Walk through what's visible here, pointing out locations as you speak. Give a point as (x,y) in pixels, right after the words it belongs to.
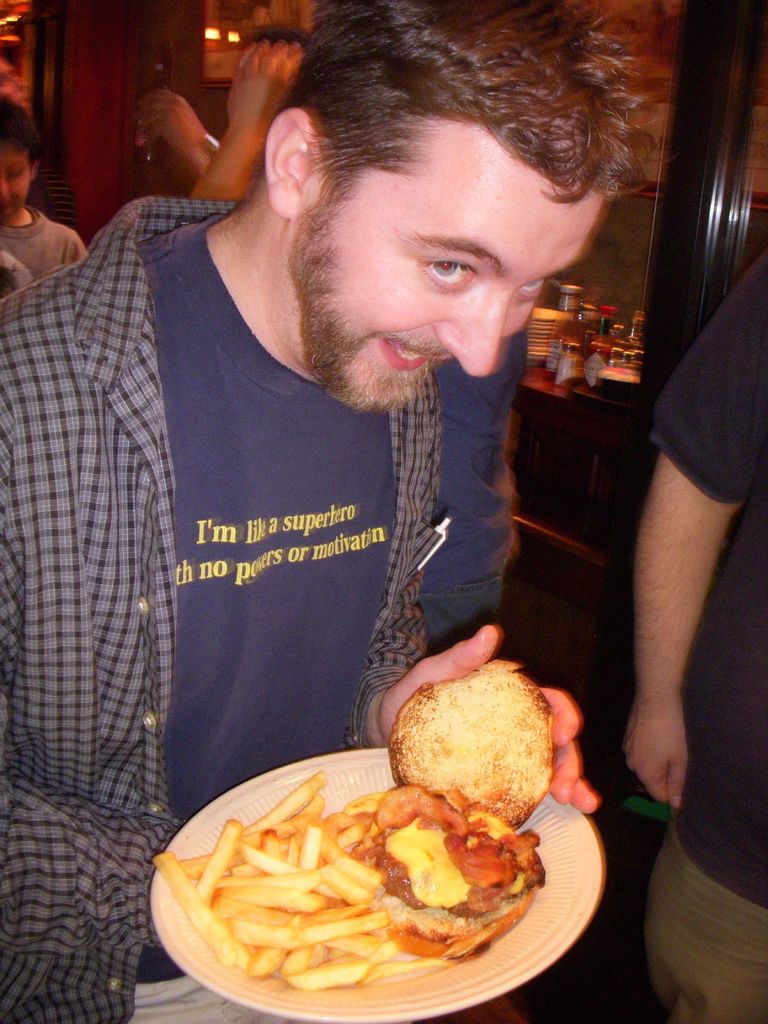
In the image there is a man (358,447), he is holding a plate (365,873) containing a burger (390,873) and fries (269,889). Beside him there is another person (733,899) and in the background (583,349) there are some bottles (565,346) and other objects (533,353) and on the left side (56,171) there are few people (28,207).
